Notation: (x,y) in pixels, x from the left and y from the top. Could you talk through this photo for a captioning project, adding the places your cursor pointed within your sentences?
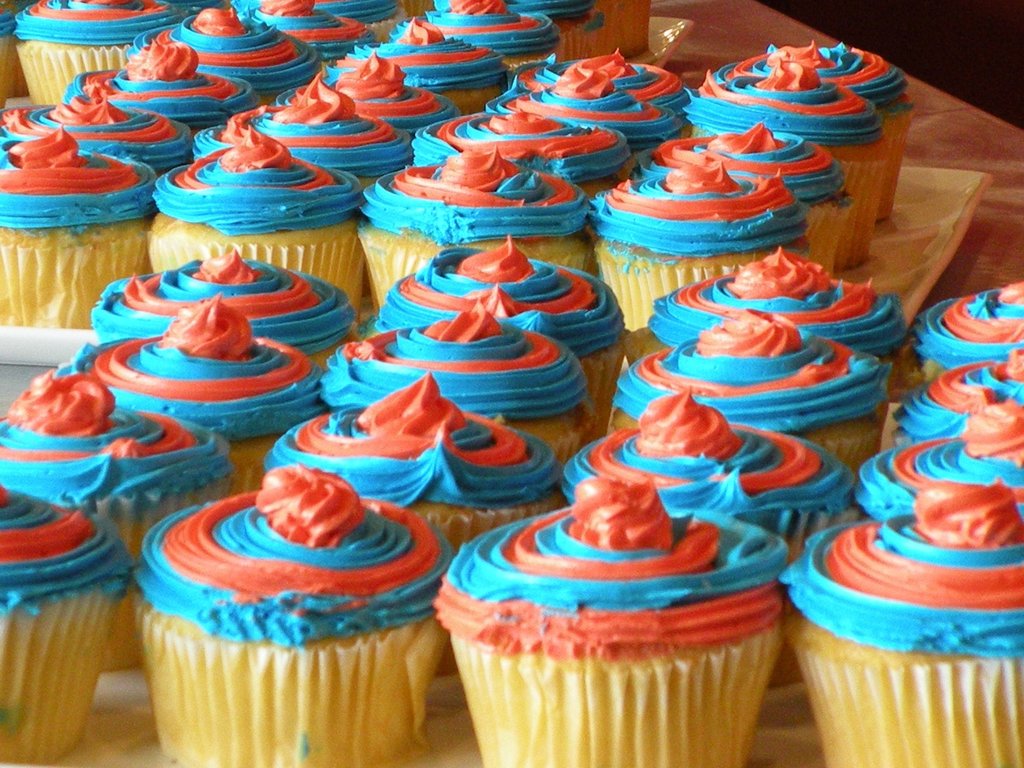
In this image we can see cupcakes (691,225) and a tray (921,236) placed on the table (988,149).
